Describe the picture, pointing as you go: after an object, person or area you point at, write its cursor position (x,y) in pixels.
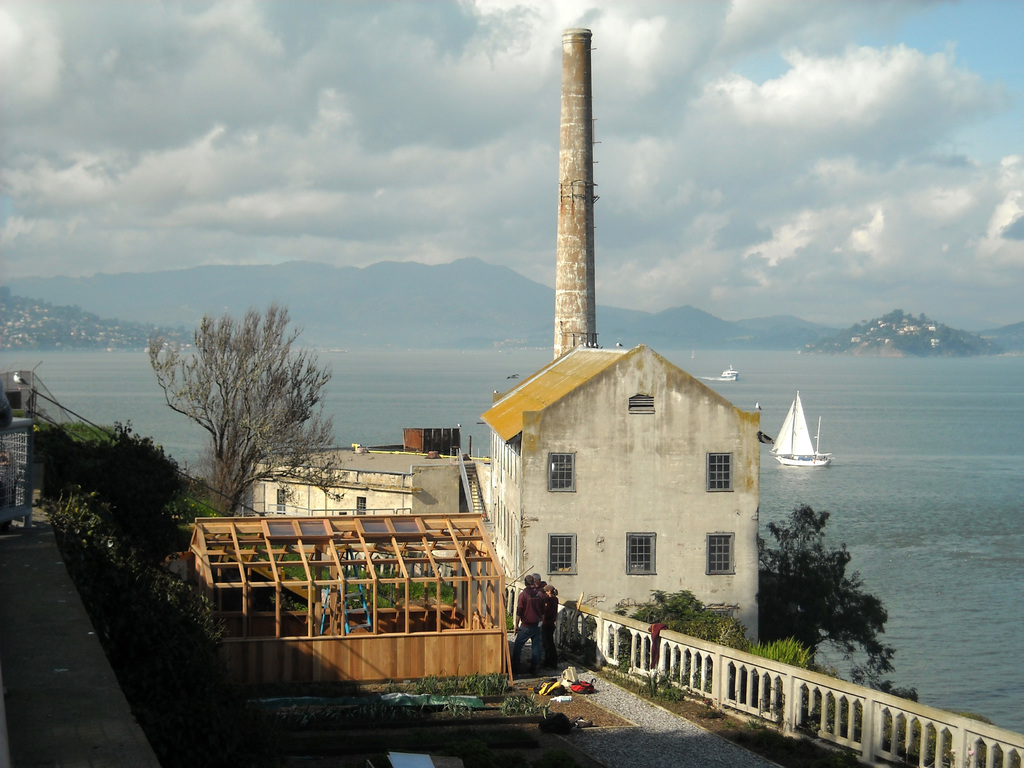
In this image in the center (575,439) there are some houses (390,496) and some persons (540,608) are standing, and there are some plants (789,589), fence (714,662), grass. And at the bottom (20,676) there is a walkway (668,738) and some wires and some objects (546,682) are there on the floor (630,723). And in the center (583,268) there is one tower (583,268), in the background (483,387) there is a river (460,391). In the river (910,545) there are some boats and mountains (448,286), on the top of the image (389,226) there is sky (409,250).
